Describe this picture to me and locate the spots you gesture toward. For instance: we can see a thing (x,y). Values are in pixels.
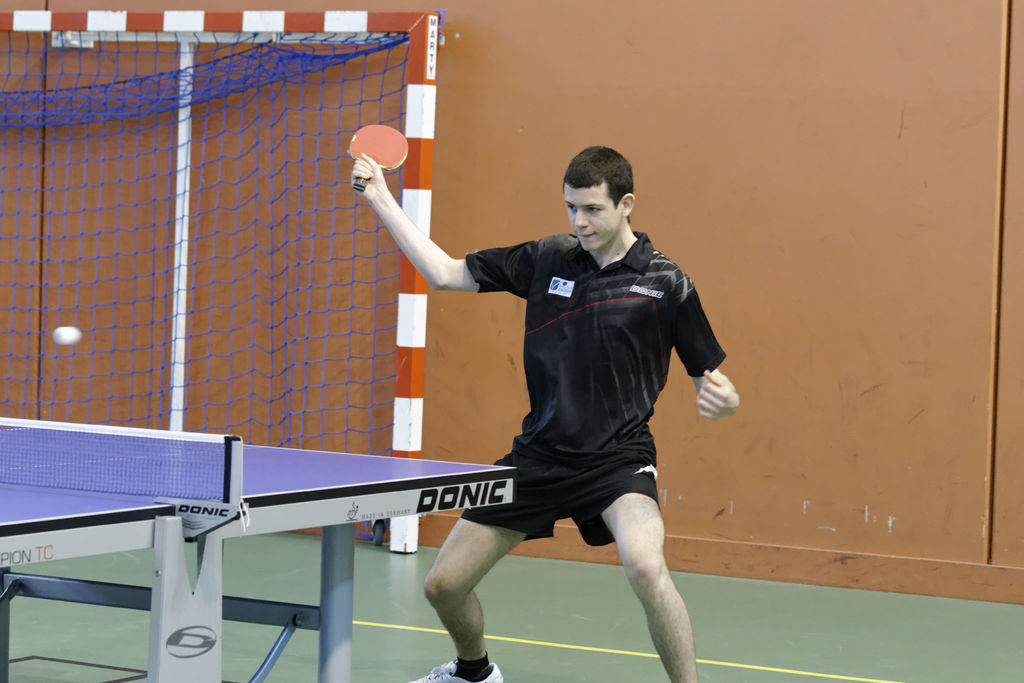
The image is inside a playground (775,608). In the image there is man (425,246) holding a racket (385,161) and standing in front of a table (258,525), on table (92,441) we can see a net fence (91,473). In background (224,280) there is a orange color wall (902,246) at bottom (775,619) the land (778,650) is green.
